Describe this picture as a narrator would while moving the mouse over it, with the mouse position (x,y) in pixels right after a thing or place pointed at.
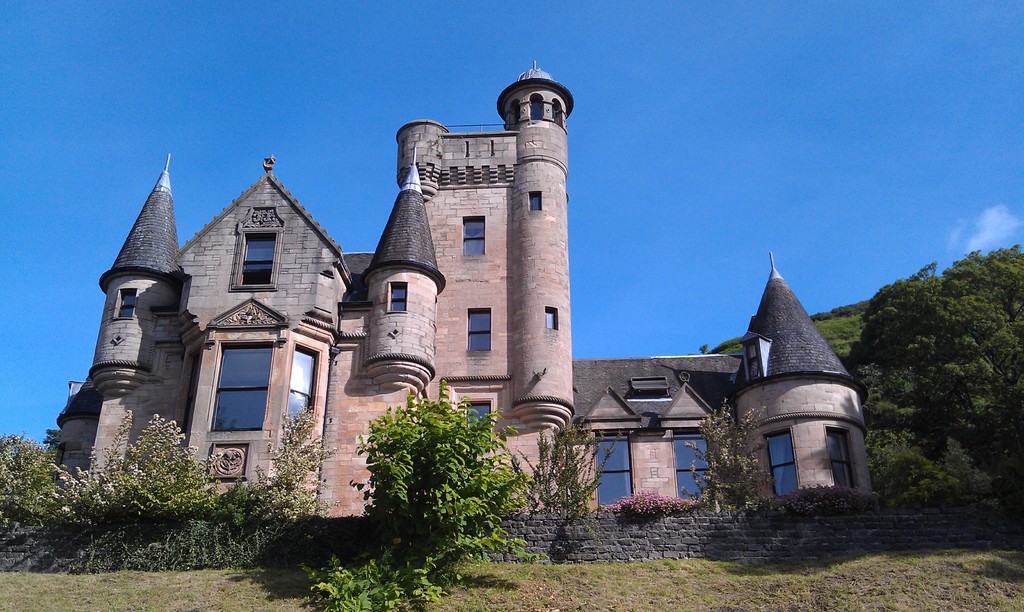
In this image we can see the building (624,393). We can also see the trees (399,500), plants (473,491), brick wall (671,514) and also the grass (672,572). Sky (211,32) is also visible in the background (812,225).
